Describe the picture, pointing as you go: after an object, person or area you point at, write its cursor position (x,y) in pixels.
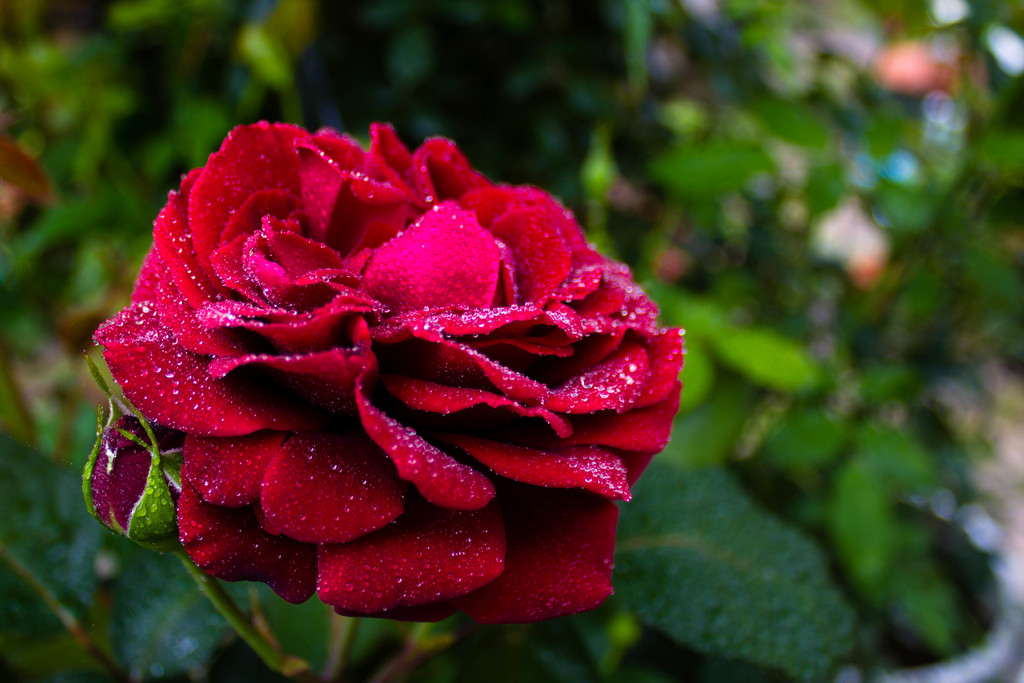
In this image we can see a rose flower (340,519) and a bud (143,421), also we can see the background (141,180) is blurred.
